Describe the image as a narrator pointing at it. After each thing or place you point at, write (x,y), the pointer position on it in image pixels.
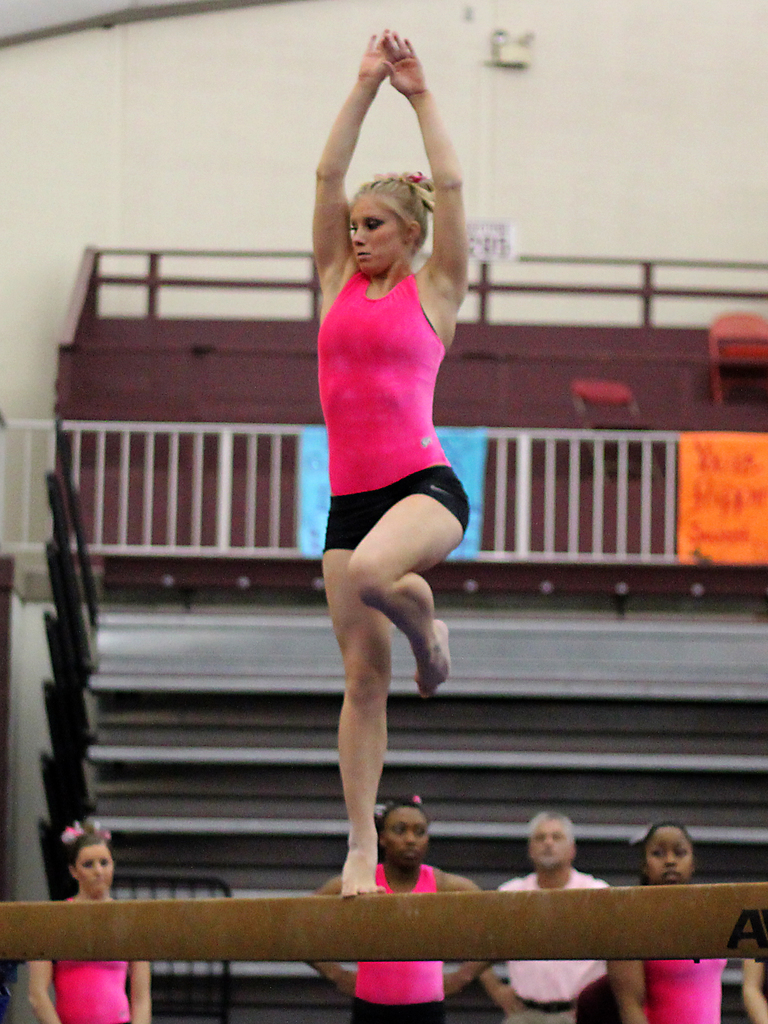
In this picture I can see a brown color thing (318,943) in front (194,912), on which I can see a woman (365,410) who is standing. In the middle of this picture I can see 3 women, a men (536,871) and a person (759,986) on the right bottom (754,986). In the background (74,760) I can see the benches (244,710), railings (2,470) and the wall (424,166).
